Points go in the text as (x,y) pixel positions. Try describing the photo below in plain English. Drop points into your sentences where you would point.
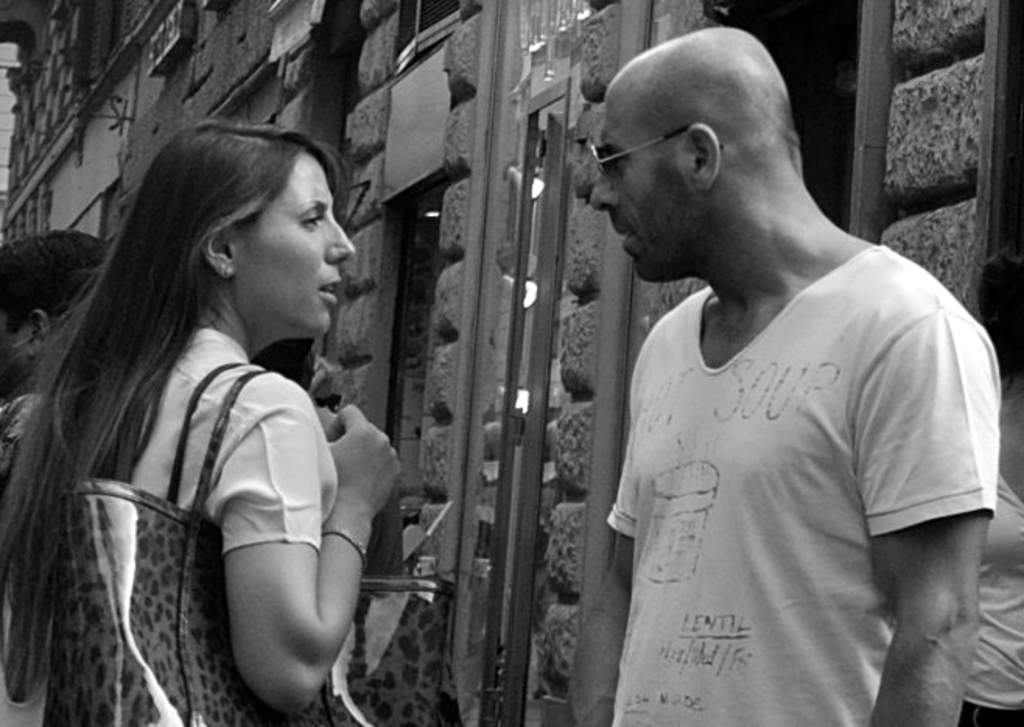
This is a black and white image. Here, we see the woman (265,500) in a white shirt (186,464) who is wearing a handbag (187,556) is trying to talk something with the man (706,525) on the opposite side who is wearing white T-shirt (709,511). Behind them, we see a building (349,203) which is made up of cobblestones (372,170).
